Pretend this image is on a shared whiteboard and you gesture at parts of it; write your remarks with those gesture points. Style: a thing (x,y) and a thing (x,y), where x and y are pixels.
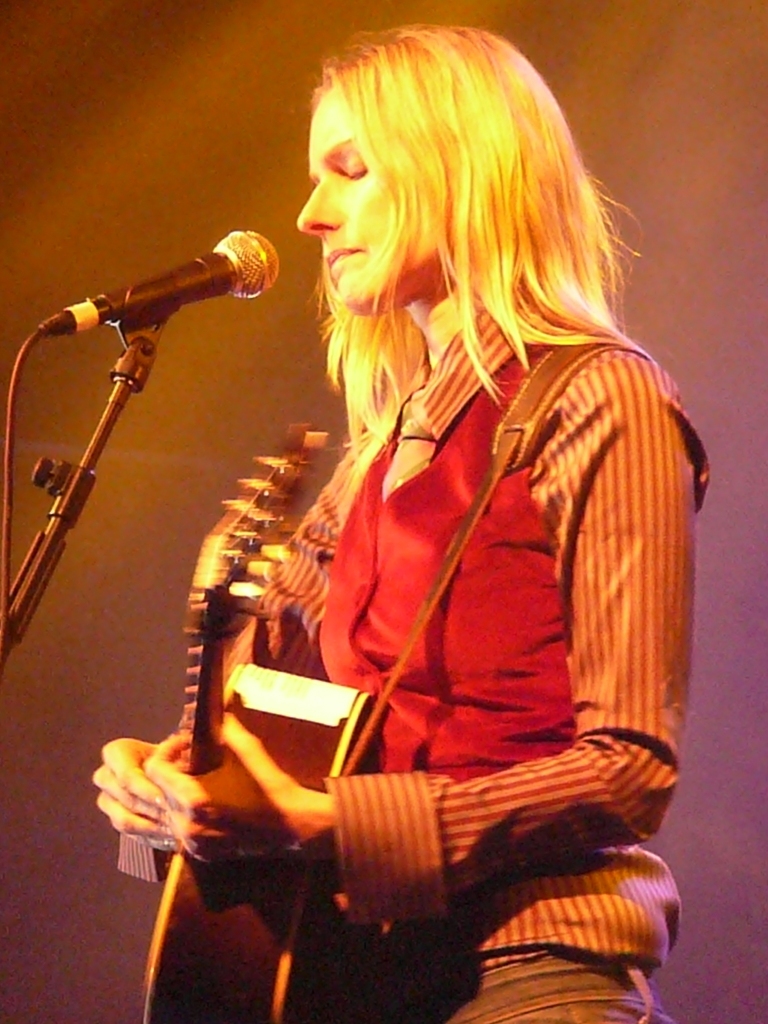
This picture is mainly highlighted with a woman (322,511) standing in front of a mike (242,267) and playing guitar (355,719).
